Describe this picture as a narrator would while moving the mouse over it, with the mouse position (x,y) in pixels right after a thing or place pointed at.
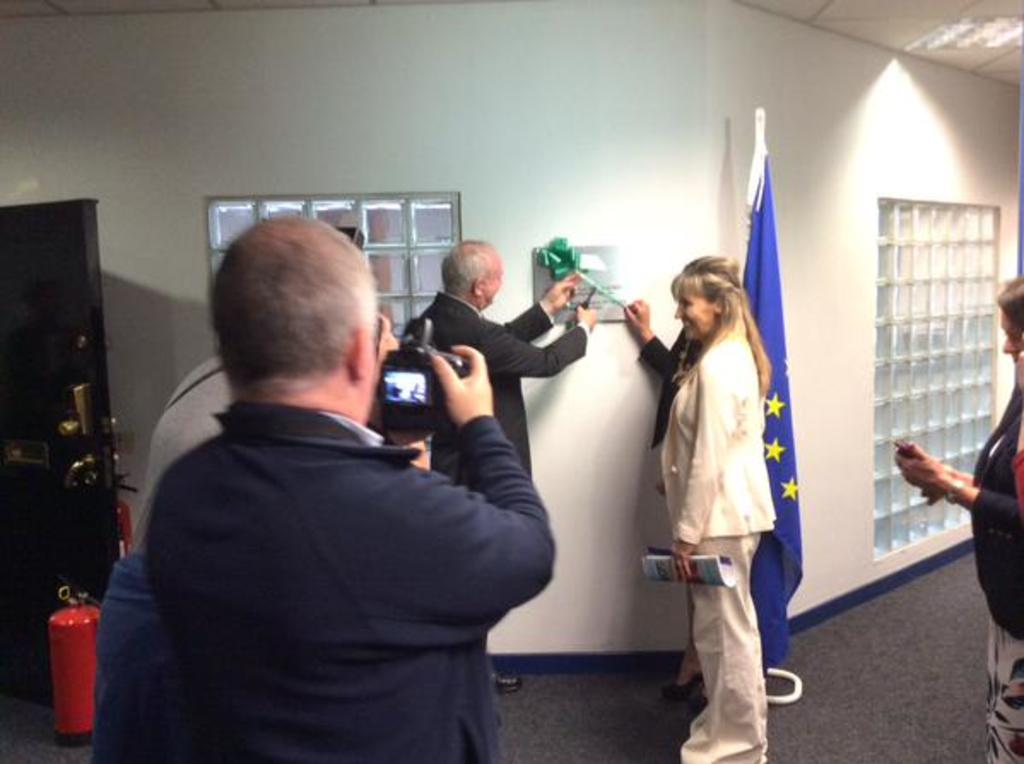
In this image I can see group of people (165,511) standing. In front (360,550) the person (398,550) is holding the camera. In the background (765,295) I can see the flag (758,312) and I can see few windows (962,294), lights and the wall (559,76) is in white color.
